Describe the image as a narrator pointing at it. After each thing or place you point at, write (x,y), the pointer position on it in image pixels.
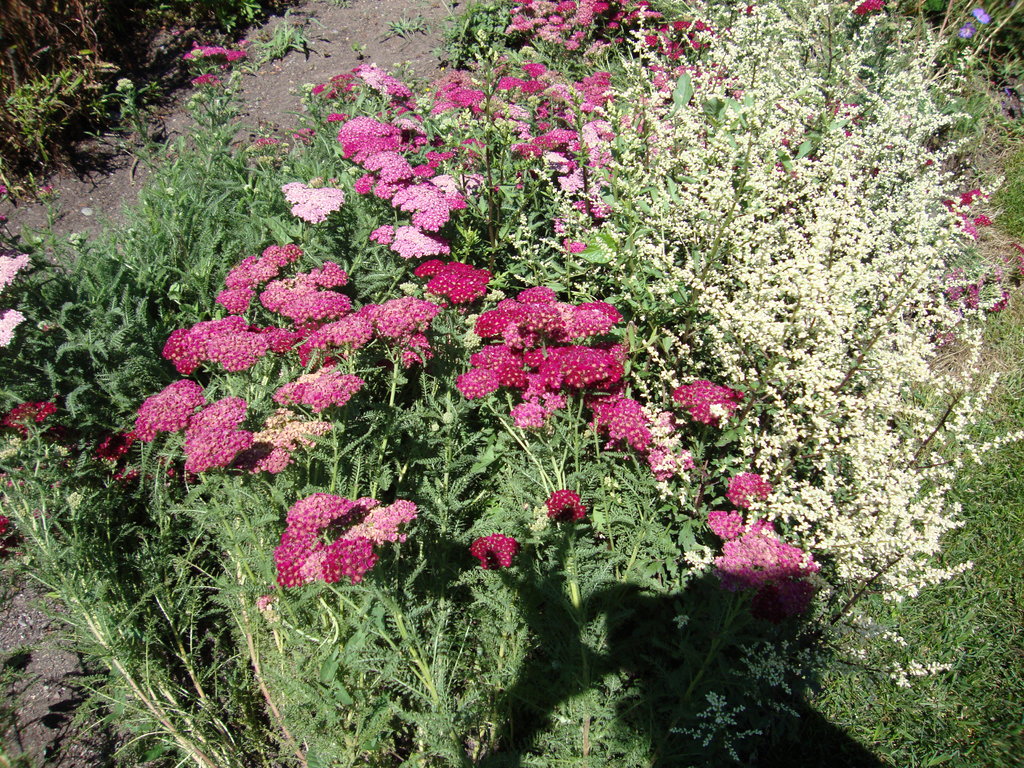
In the picture I can see pink color flowers (425,328) of a plant (517,359) and here I can see a few more plants (995,70).
